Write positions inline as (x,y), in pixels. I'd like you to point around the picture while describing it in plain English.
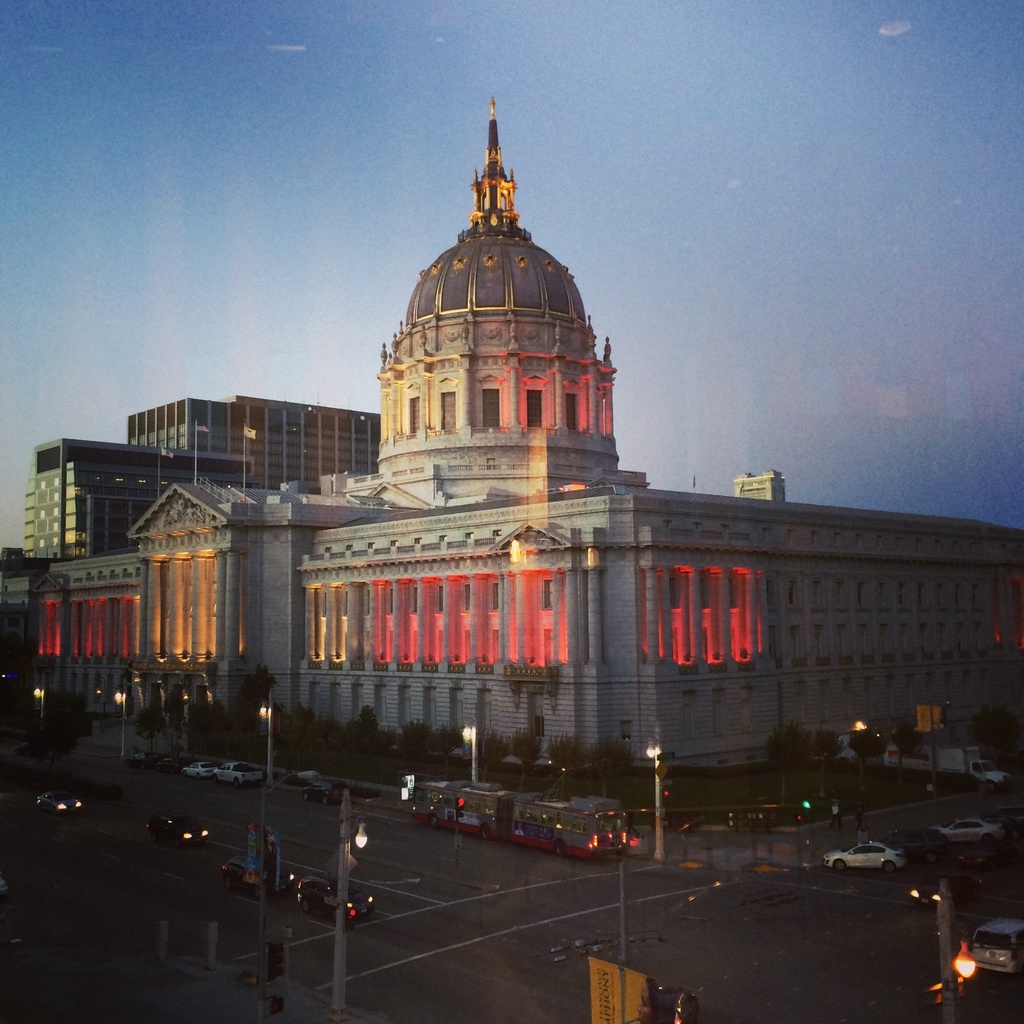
This is a picture of the city (550,910), where there are vehicles (483,827) on the road (589,898), poles (619,910), lights (275,1000), trees (439,743), san francisco city hall (436,707), buildings (255,412), sky (159,325).
